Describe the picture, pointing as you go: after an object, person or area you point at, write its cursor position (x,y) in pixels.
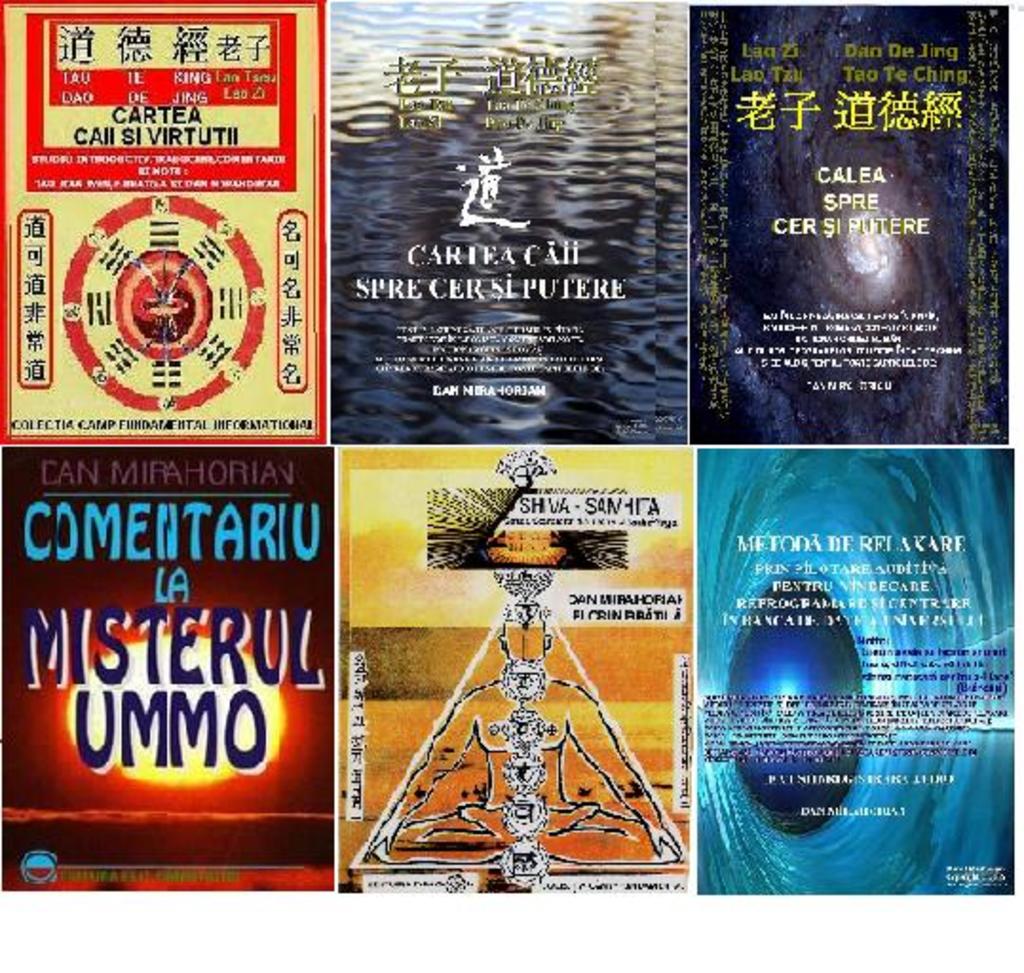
In this image I can see six front covers (859,573) of books (222,491). This image is an collaged one.
